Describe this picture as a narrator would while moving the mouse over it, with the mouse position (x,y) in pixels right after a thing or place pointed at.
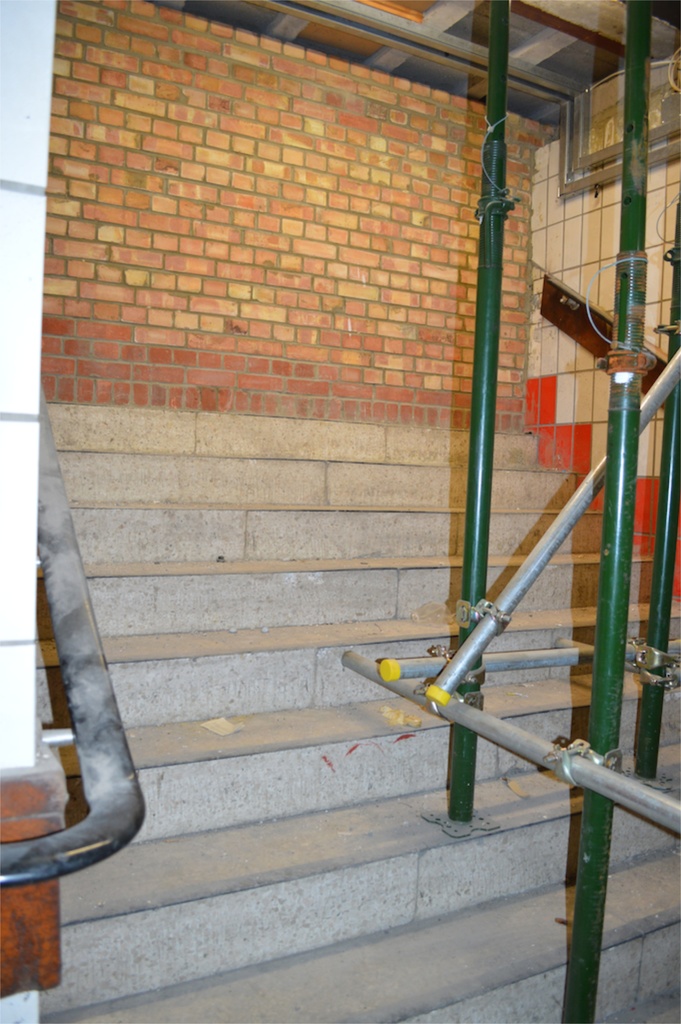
In this picture I can see stairs (314,580) and a brick wall (195,146) in the back (154,88) and I can see few metal rods (664,391).
